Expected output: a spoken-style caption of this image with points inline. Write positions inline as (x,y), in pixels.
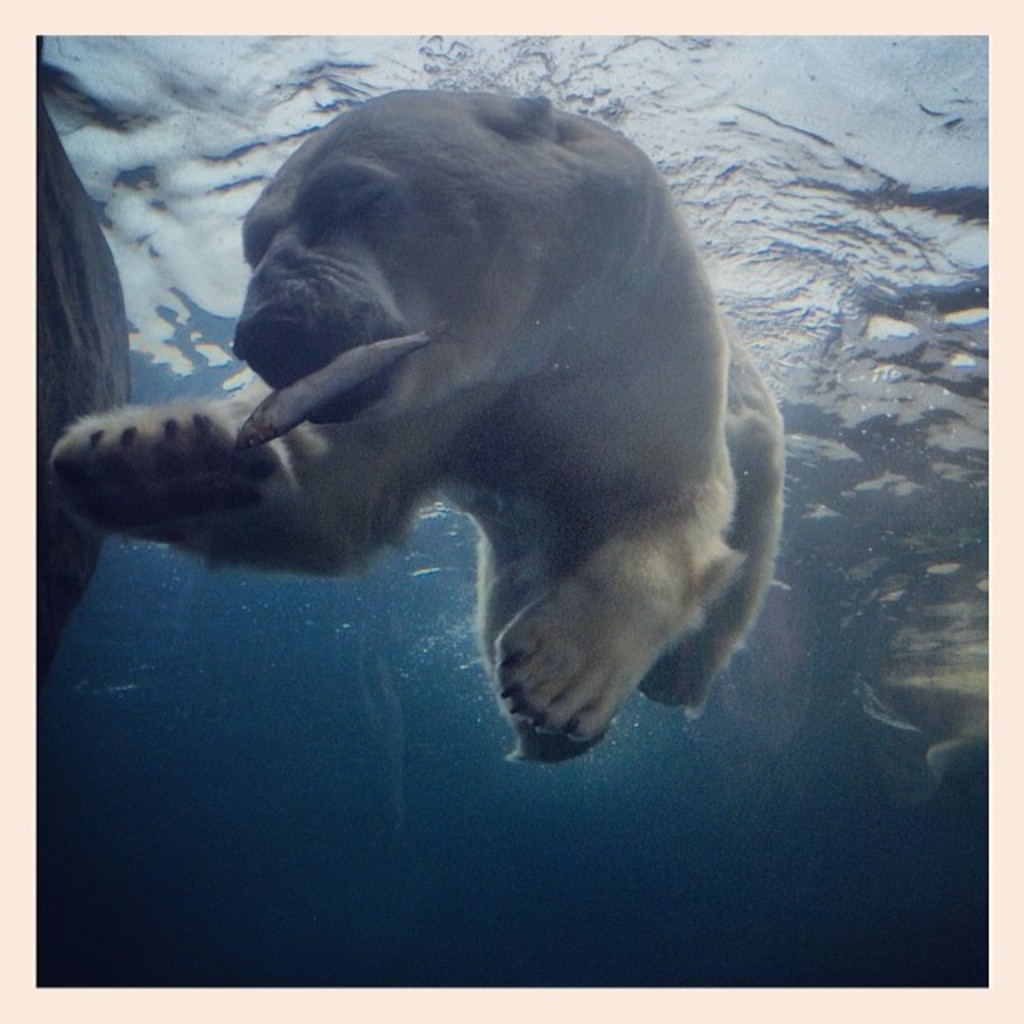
In the picture there is water (177,942), in the water (778,223) there is a white bear (396,250) holding a fish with the mouth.
